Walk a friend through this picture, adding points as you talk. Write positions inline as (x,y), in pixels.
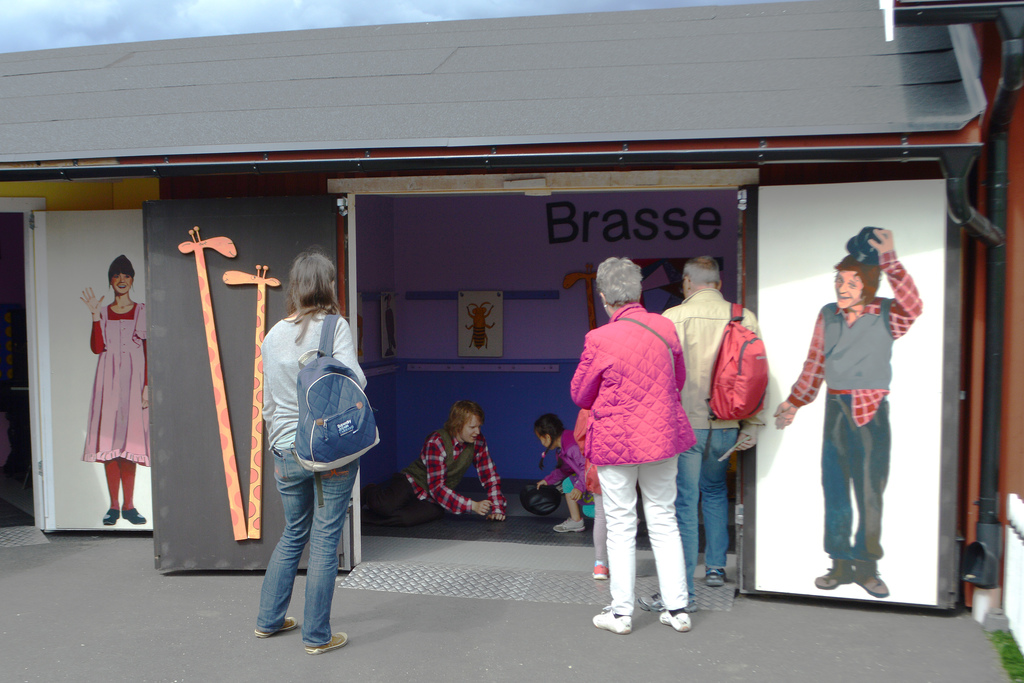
In this image we can see some people (603,517) watching the activities of the other people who are in the stall/shed (880,164). And we can see the pictures (92,386) on left (129,278) and right sides.
